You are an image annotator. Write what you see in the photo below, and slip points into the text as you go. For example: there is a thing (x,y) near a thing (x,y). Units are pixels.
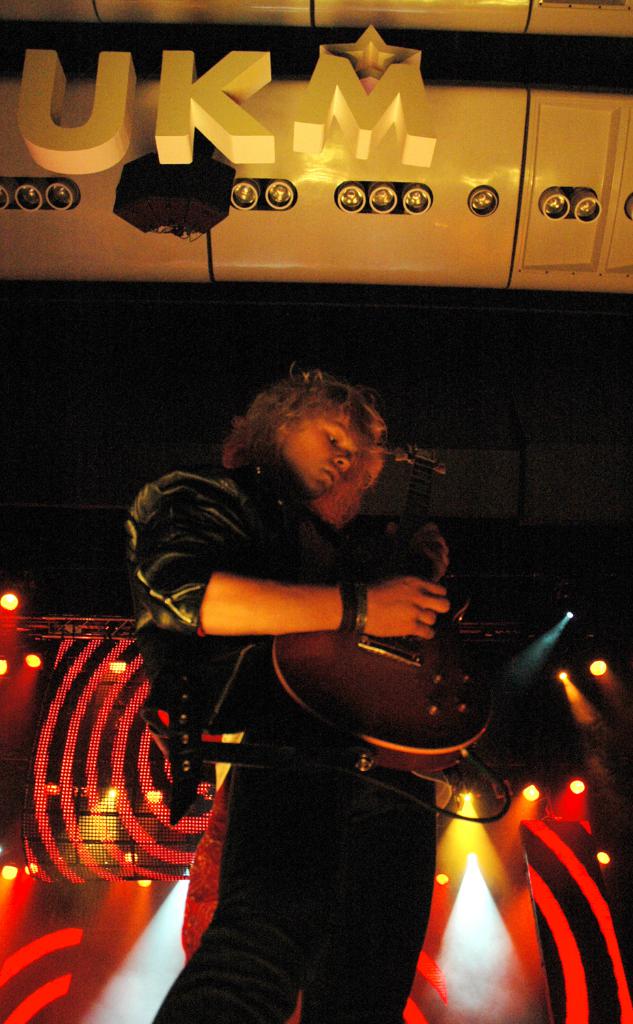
In this picture I can see a person (258,815) standing and playing a guitar (427,691) and few lights (5,662) in the background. I can see text (296,123), few lights (290,199) and a speaker (139,196) at the top of the picture (194,195).
